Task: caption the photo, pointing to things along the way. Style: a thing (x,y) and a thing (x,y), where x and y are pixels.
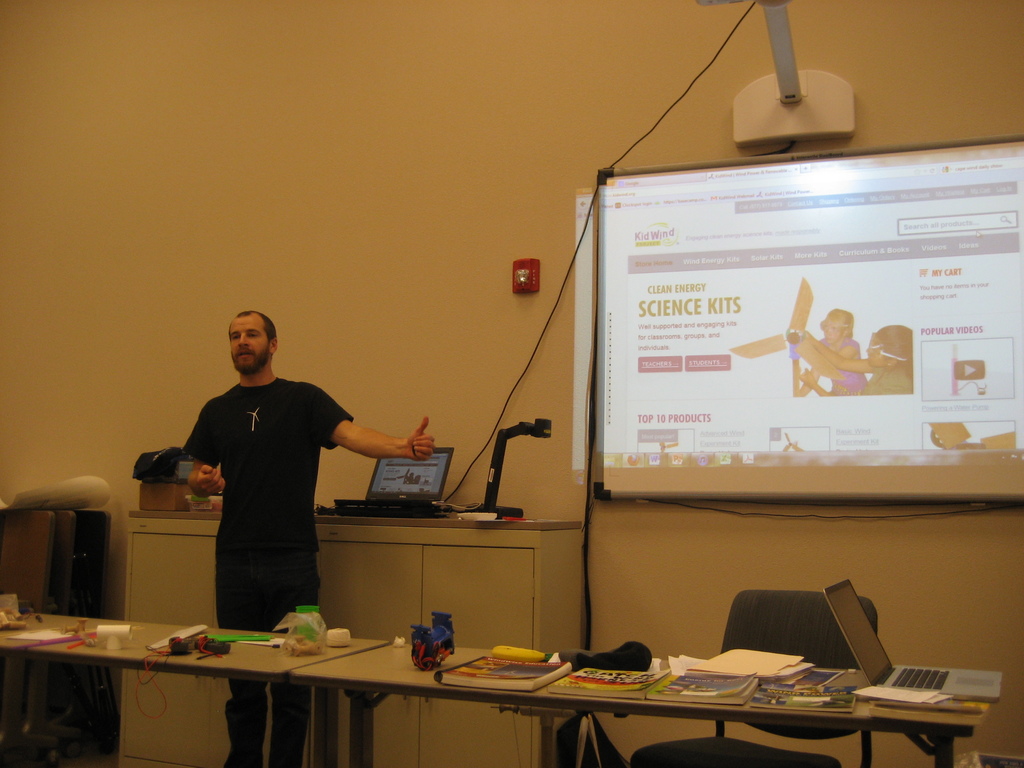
This picture shows a Man (271,358) Standing and speaking and we see a projector screen (741,198) on the whiteboard (951,495) and we see a laptop (441,458) on the cupboard (535,569) and we see few papers (903,692), books (707,670) and a laptop (862,669) on the table (322,735) and we see a chair (762,620).
